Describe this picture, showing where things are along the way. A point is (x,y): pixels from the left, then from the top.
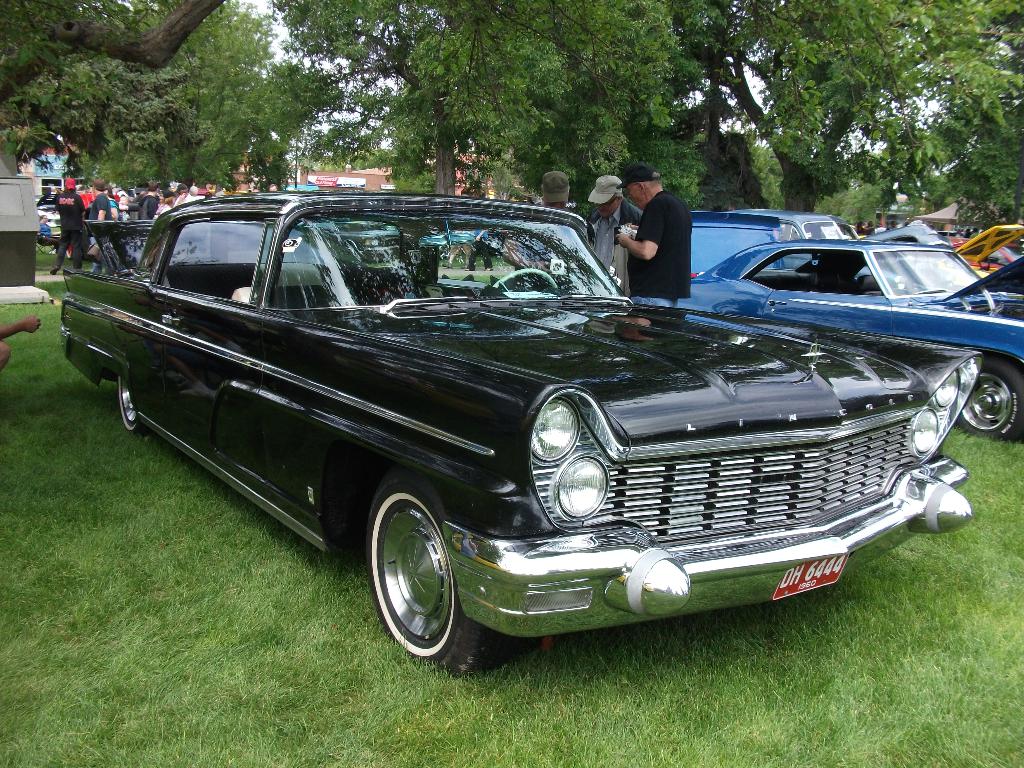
In the foreground of the picture (577,515) there are cars (872,296), trees (378,162) and people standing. In the background (59,194) there are people (102,194), cars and buildings (333,172).
